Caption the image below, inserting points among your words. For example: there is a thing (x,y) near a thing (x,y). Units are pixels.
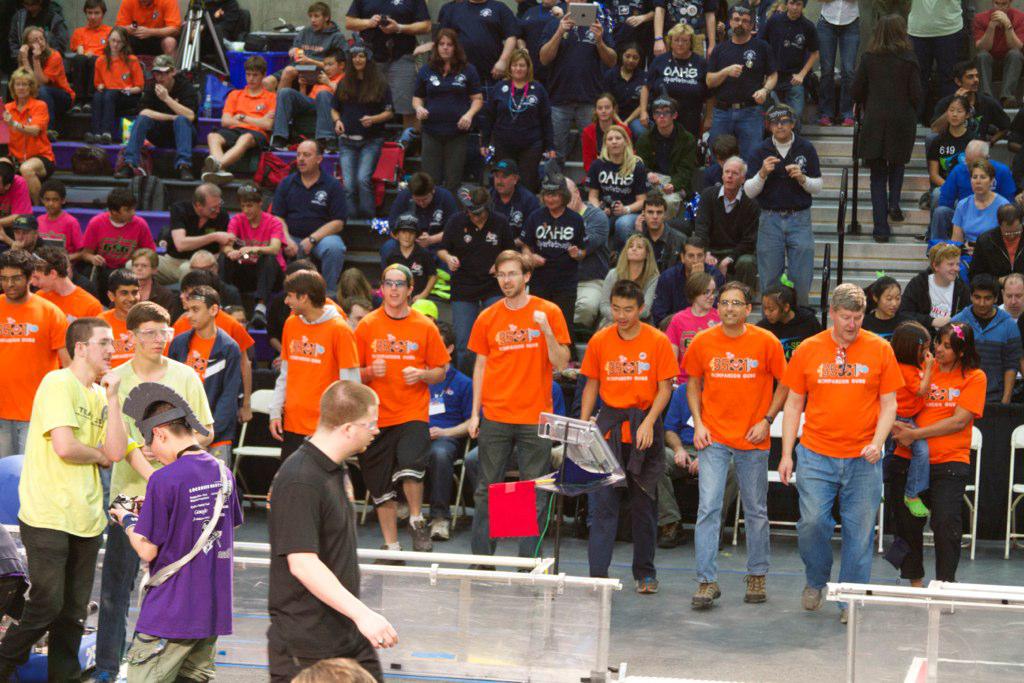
This image is clicked in a stadium (409,551). There are many persons (283,621) in this image. In the front (135,305), there are few persons (527,269) wearing same colored T-shirts (60,348). At the bottom (756,647), there is a floor (776,658). In the background (857,260), there are steps (906,220).
